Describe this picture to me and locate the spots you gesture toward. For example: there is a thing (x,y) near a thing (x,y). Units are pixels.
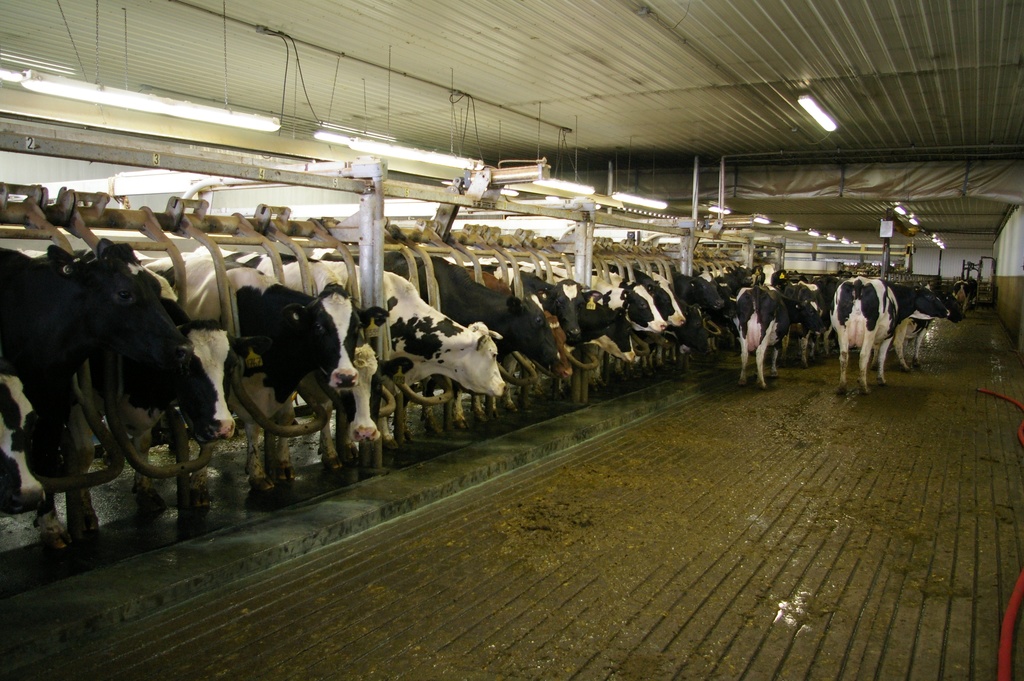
In this image there are group of animals (453,325) and there are lights (147,101) hanging and there are stands (92,158).
